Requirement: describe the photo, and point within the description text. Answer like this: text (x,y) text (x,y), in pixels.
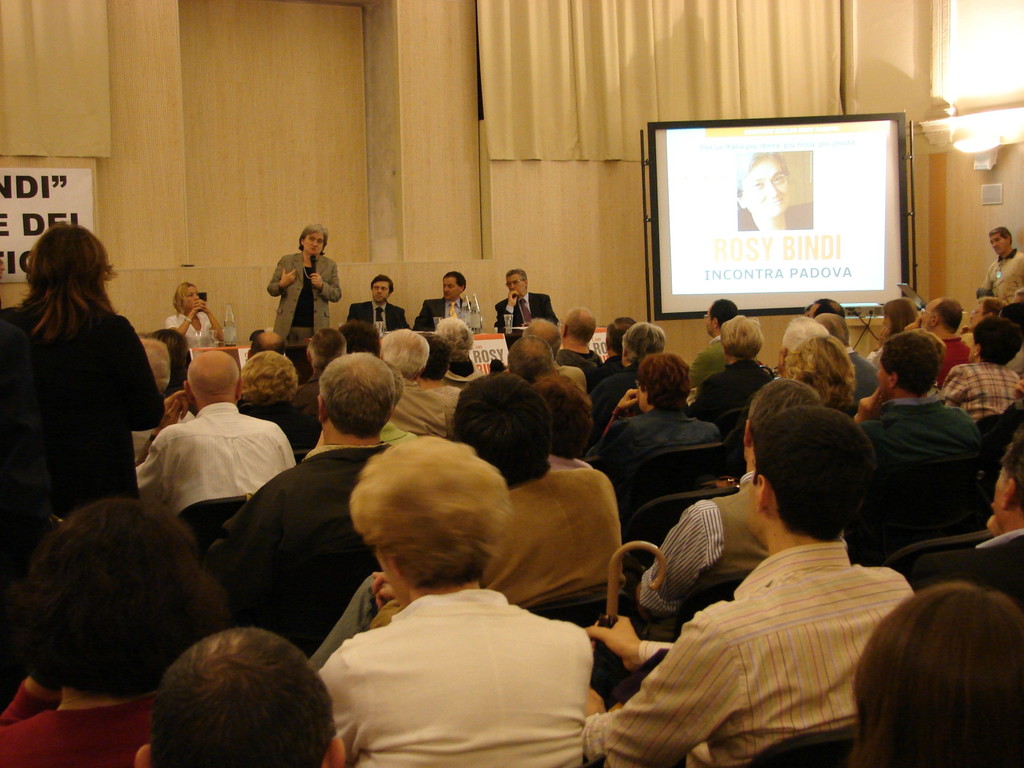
This image consists of so many persons (618,447) sitting on chairs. There is a screen (719,279) on the right side (762,281). There is curtain (784,88) at the top (526,144). There are some persons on the stage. One of them is holding mic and talking something.
